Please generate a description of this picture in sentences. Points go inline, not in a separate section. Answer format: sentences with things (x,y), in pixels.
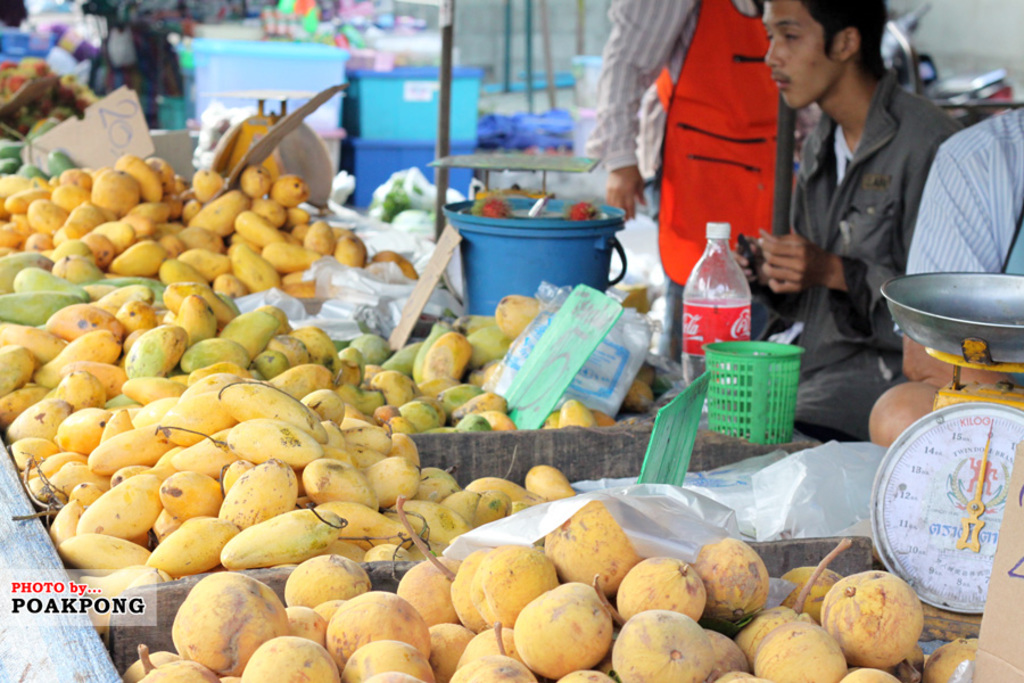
This picture is clicked outside. On the left (29,568) there is a table (55,663) on the top of which weighing machine (954,443), bottle (694,375), baskets (536,447) containing mangoes (241,476) and some other items (311,278) are placed. On the right (809,52) we can see the group of people (765,84) seems to be sitting and standing. In the background (589,94) we can see there are many number of items (586,71) placed on the ground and we can see the wall (975,26).
